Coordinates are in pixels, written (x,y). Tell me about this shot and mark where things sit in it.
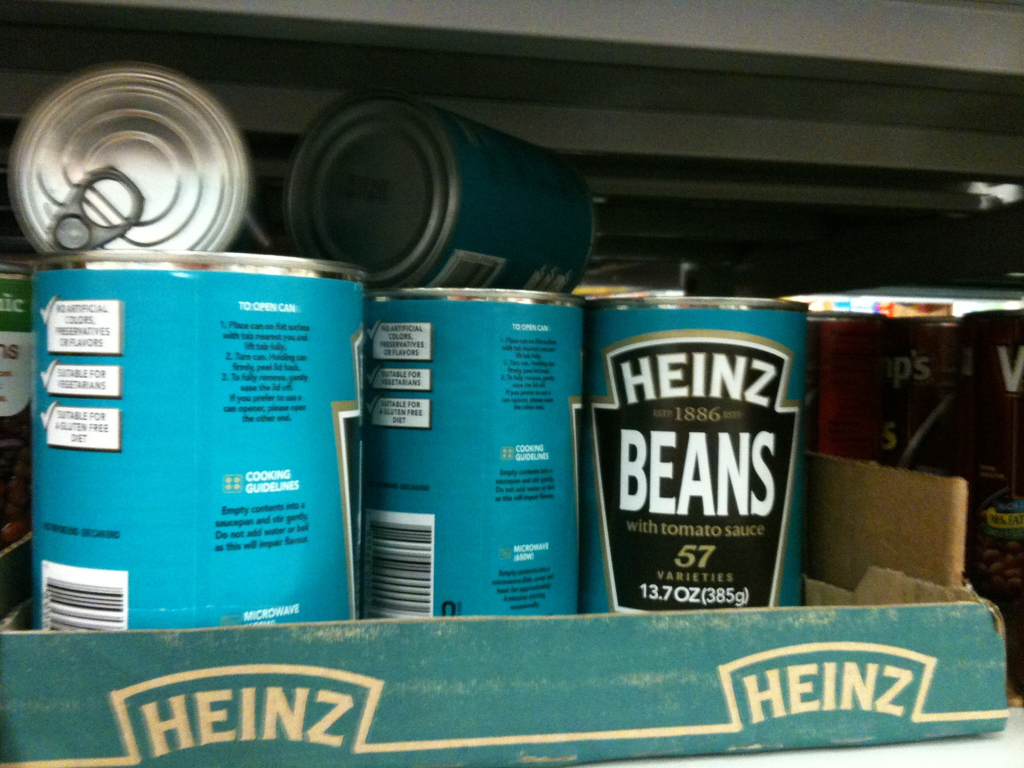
In this image I can see few tins (656,455) in the cardboard box (810,625) and the tins (562,484) are in blue color.
